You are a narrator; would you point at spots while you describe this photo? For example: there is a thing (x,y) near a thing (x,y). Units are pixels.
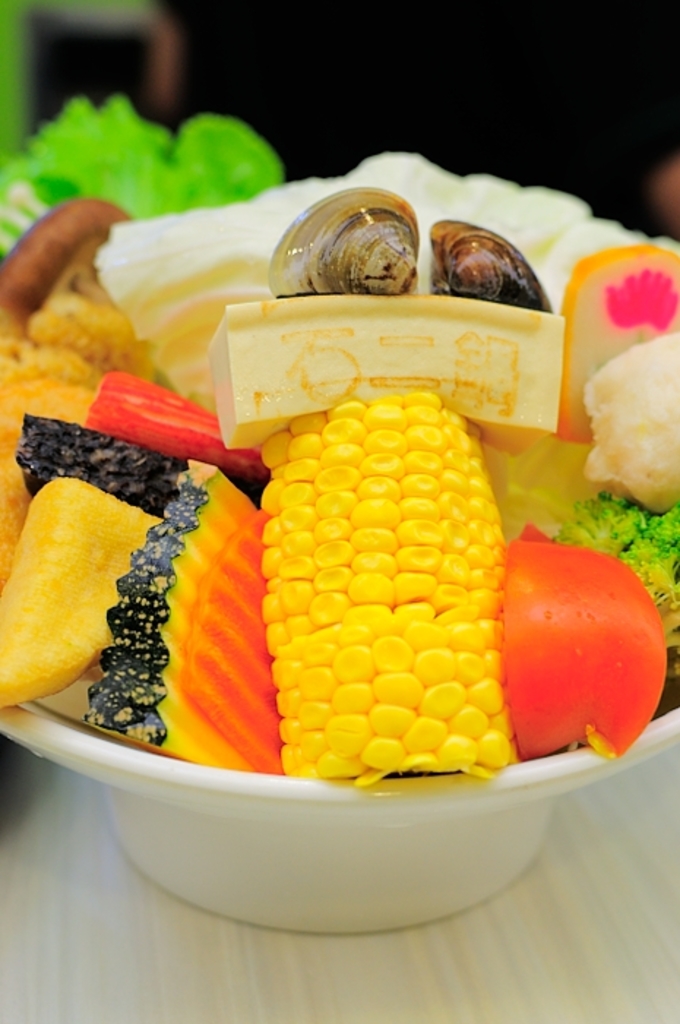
In this image, we can see some eatable things (295,412), vegetables (581,702) are there in the white bowl (289,795). This bowl (291,860) is placed on the wooden surface (458,972). Top of the image (271,108), we can see some black color.
